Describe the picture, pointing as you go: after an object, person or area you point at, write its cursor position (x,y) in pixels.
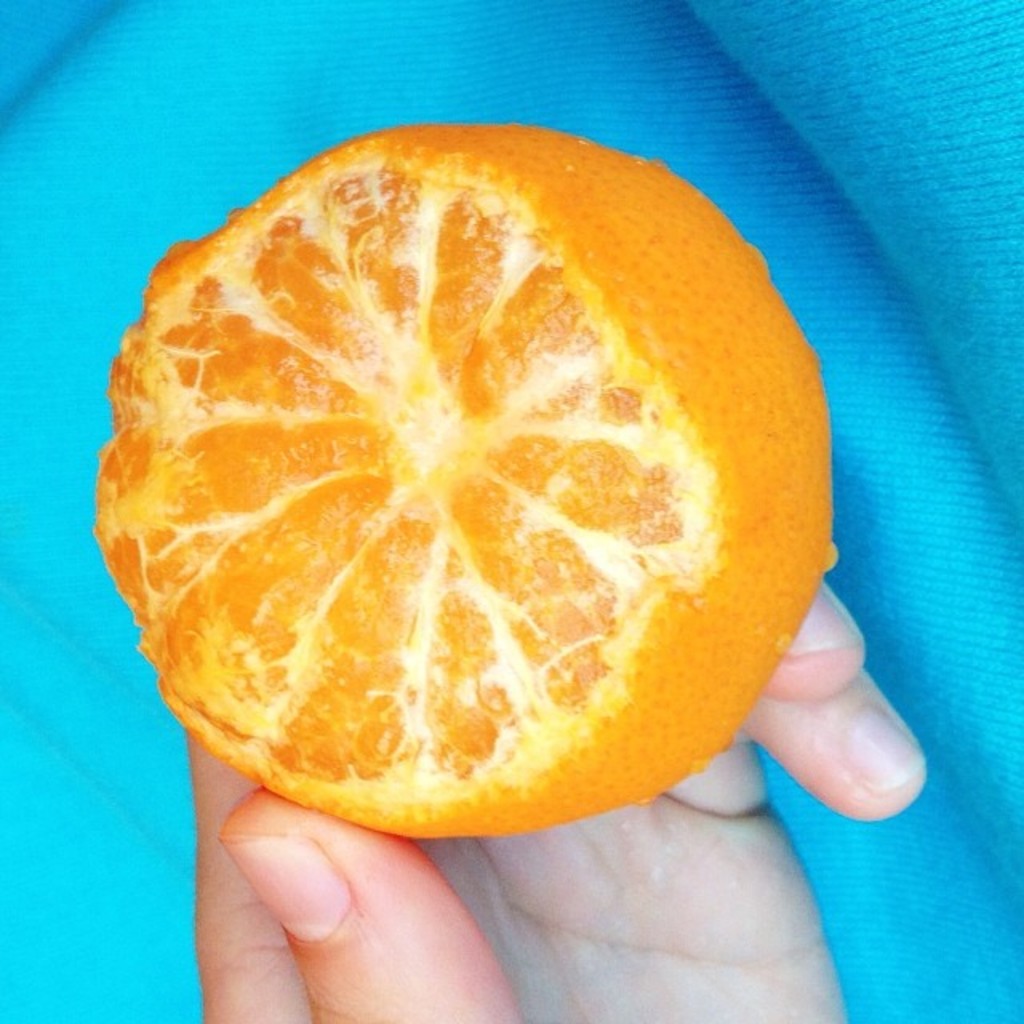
In this image, we can see a person's hand (448,855) holding a fruit (503,485). We can also see a blue colored cloth (324,10).
